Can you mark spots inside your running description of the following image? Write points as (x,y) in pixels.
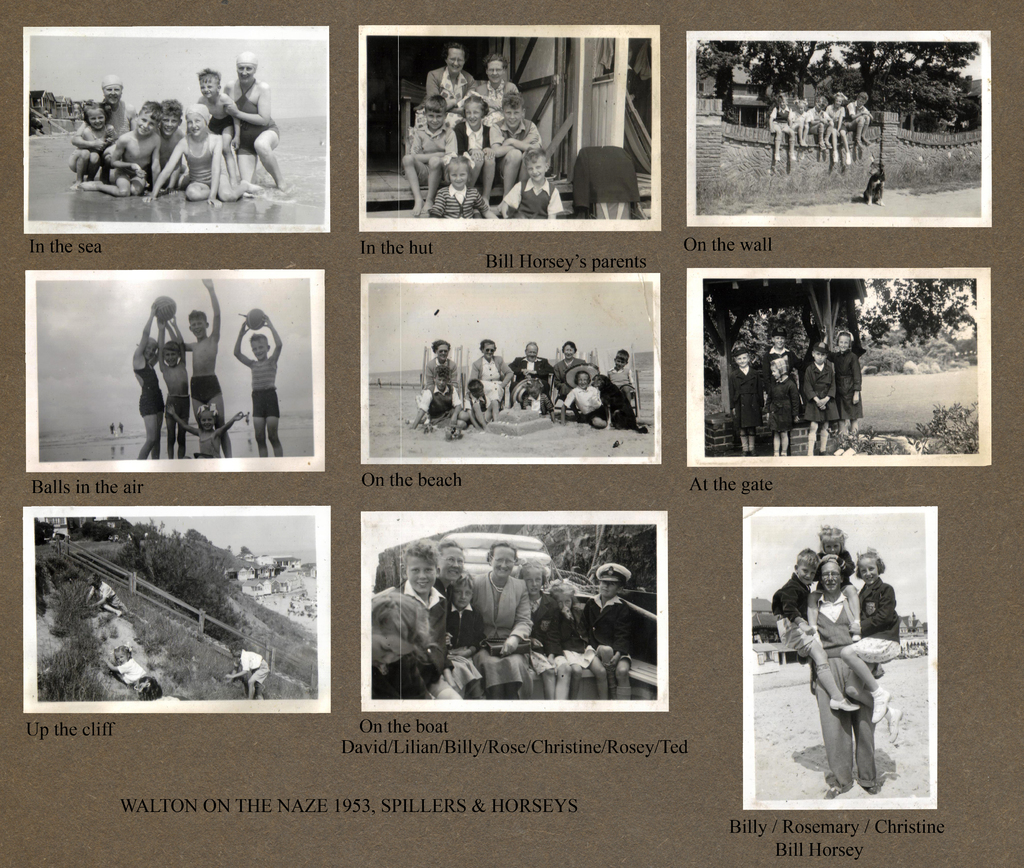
This image consists of a poster (652,523) with a few images of kids (574,636), men (839,672) and women (520,639) and there is a text (487,744) on it. In this image there are a few images (238,578). There are a few trees (802,86) and plants (865,343). There is a wall (787,148) and a few kids (800,137) are sitting on the wall (842,161) and a few are playing with a ball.
